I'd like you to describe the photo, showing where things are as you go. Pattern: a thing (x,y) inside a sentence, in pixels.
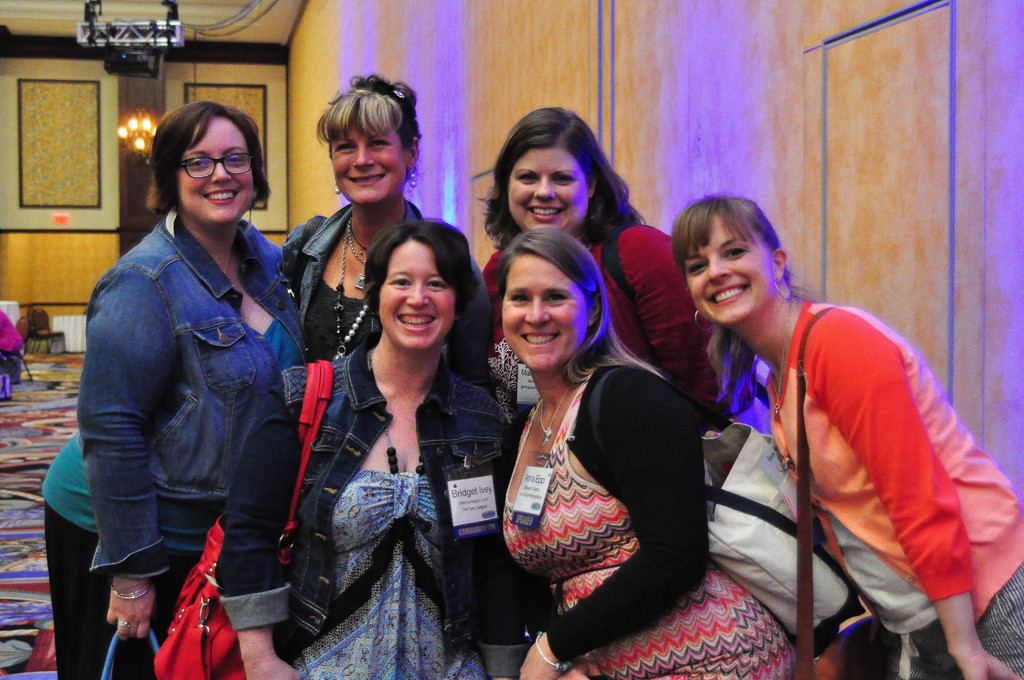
In this image I can see six women (231,520) standing and posing for the picture. I can see a metal object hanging on the roof (55,8). I can see some lights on a wooden wall (123,169) behind. I can see some objects (49,330) on the floor (42,364).
